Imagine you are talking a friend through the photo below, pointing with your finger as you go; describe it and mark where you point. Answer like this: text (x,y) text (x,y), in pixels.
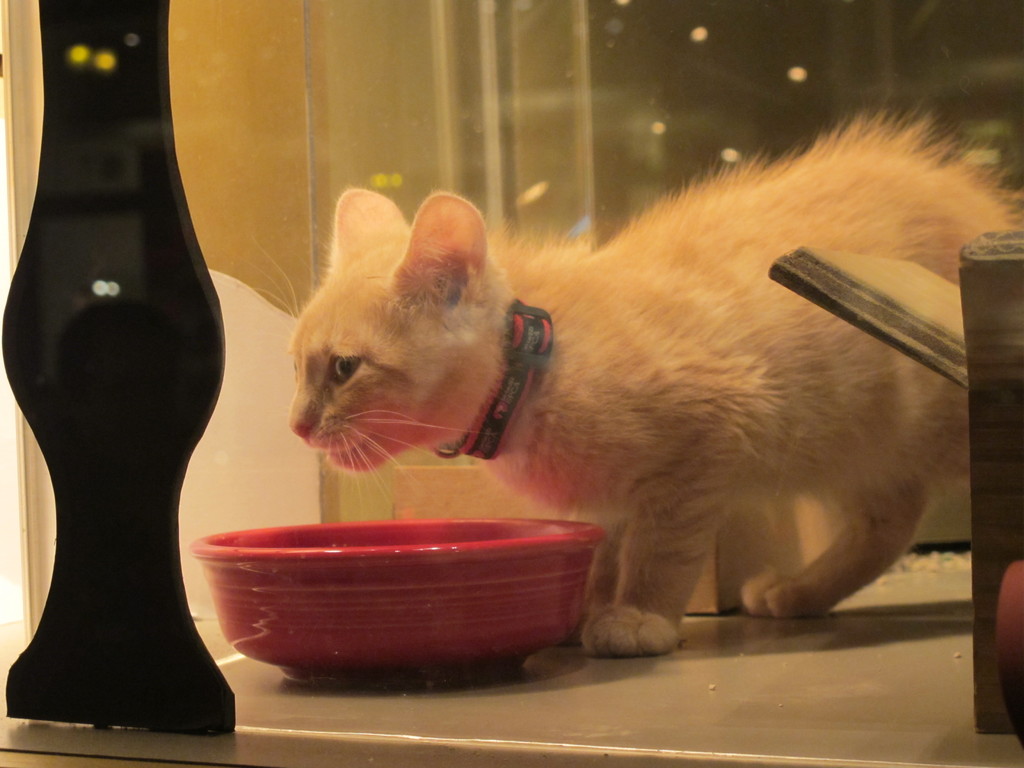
In this image there is an orange color cat (621,335) on the right side of this image (725,380) and there is a bowl (394,562) on the bottom of this image (391,605). There is a wall (435,161) in the background (351,113) and there is a black color object (152,310) on the left side of this image (118,388) and there is one another object (919,325) is at on the right side of this image (984,383).
